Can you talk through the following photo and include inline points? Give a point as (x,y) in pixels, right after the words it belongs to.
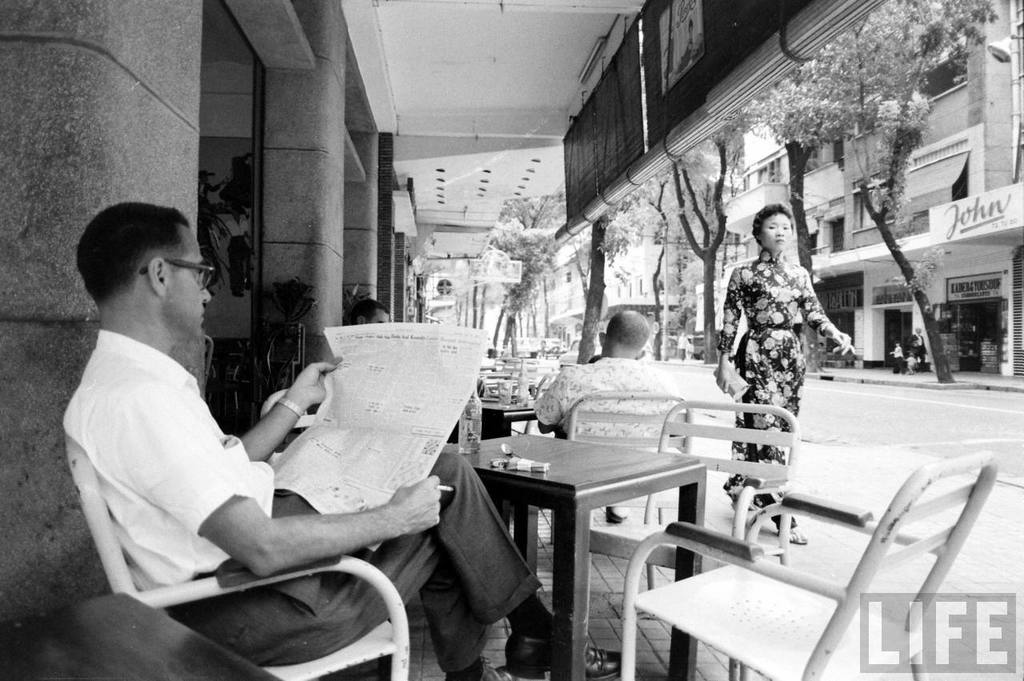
The picture is taken outside a building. In the left side (145,425) person (168,472) is sitting he is reading one newspaper (393,394). In front of him there is a table (520,447) there are few other tables (516,402) beside it. People (618,387) are sitting on chair (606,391). On the right side (758,367) one lady (761,272) is walking by the street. In the right top corner (893,194) there are buildings (843,168), trees (792,151). In the left top corner (66,107) there are pillars (58,86) of the building (73,114).
